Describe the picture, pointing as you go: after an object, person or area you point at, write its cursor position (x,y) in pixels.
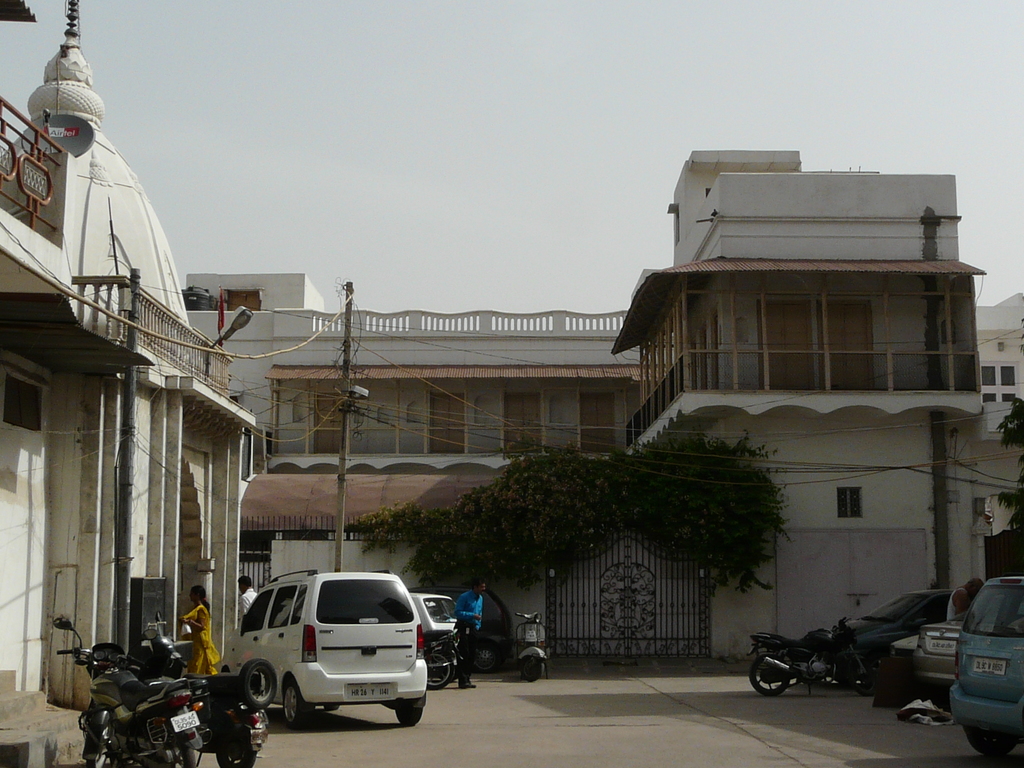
In this image I can see few people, vehicles (367,695) and many motorbikes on the road (546,708). In the background (299,561) I can see the pole (339,516), plants (457,562) and buildings (492,322). I can also see the sky (483,179) in the back (441,104).
